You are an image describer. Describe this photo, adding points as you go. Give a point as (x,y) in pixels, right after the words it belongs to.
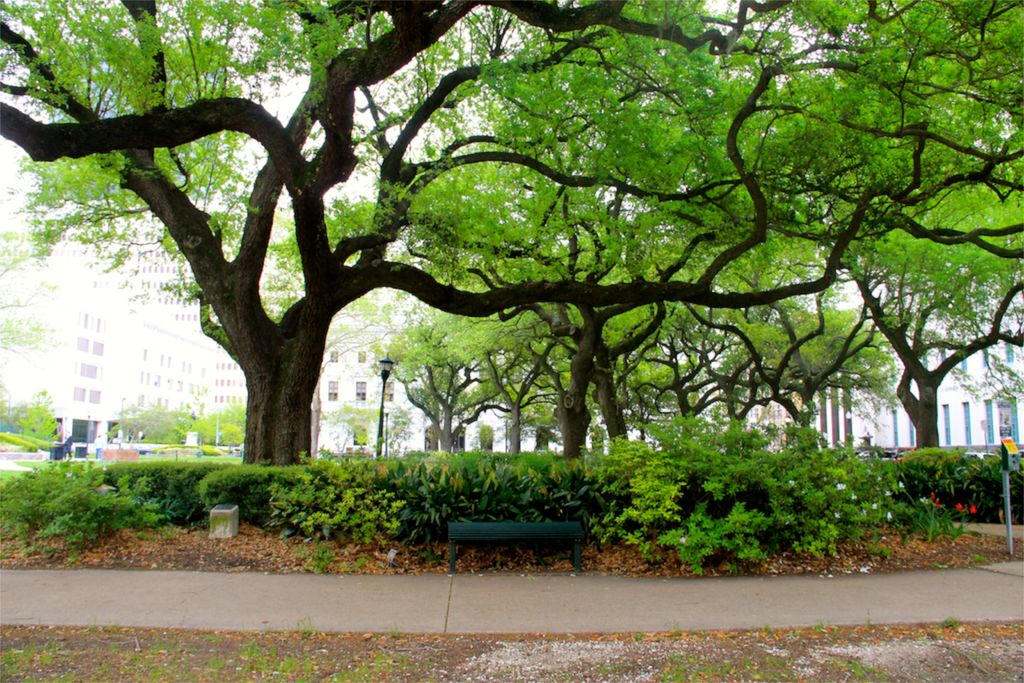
Here we can see a wooden bench (452,544), plants (824,500), trees (271,444) and a pole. In the background (547,412) there are buildings (184,296), windows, trees (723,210), light poles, some other items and sky (49,386).
